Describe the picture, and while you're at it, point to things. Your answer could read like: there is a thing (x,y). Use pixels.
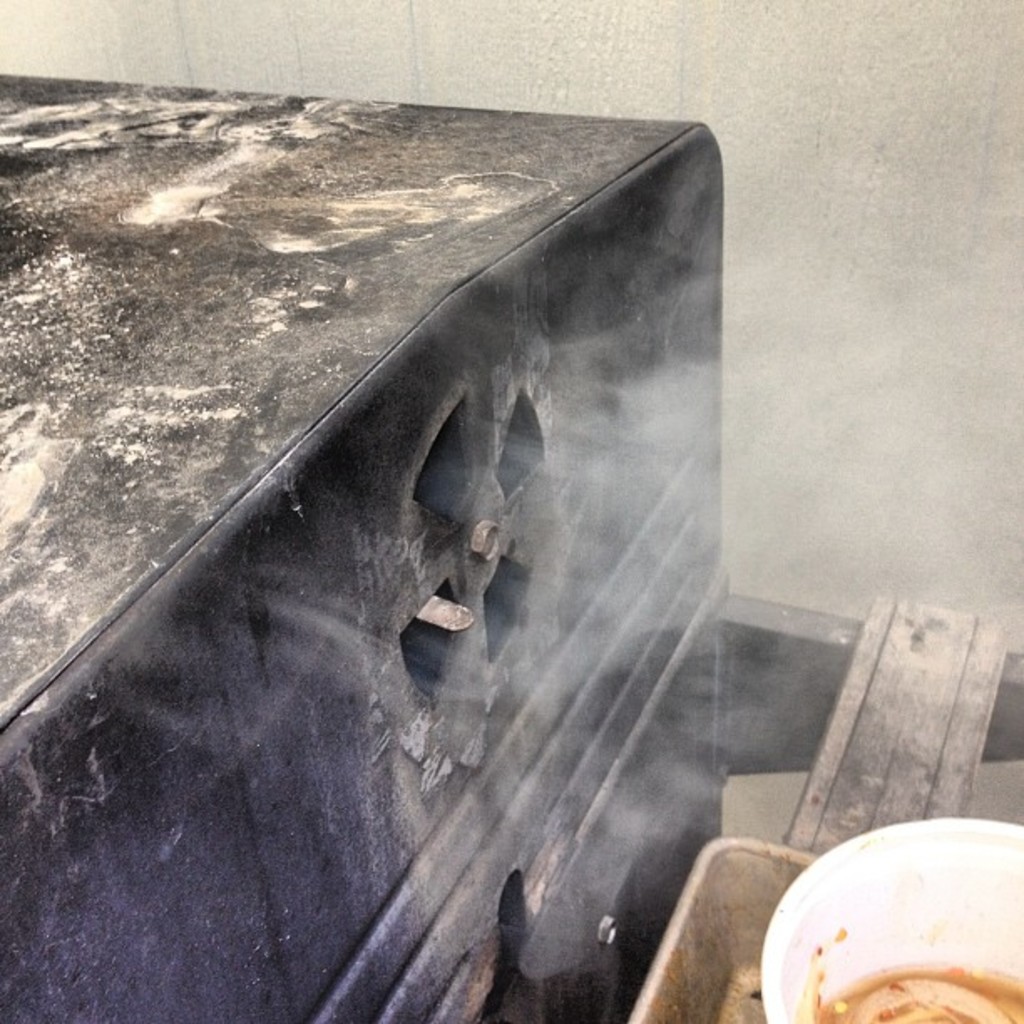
In this image we can see a black colored object (272,601) and a bowl (917,945) on the wooden object (895,770) and a wall (821,244) in the background (766,146).
